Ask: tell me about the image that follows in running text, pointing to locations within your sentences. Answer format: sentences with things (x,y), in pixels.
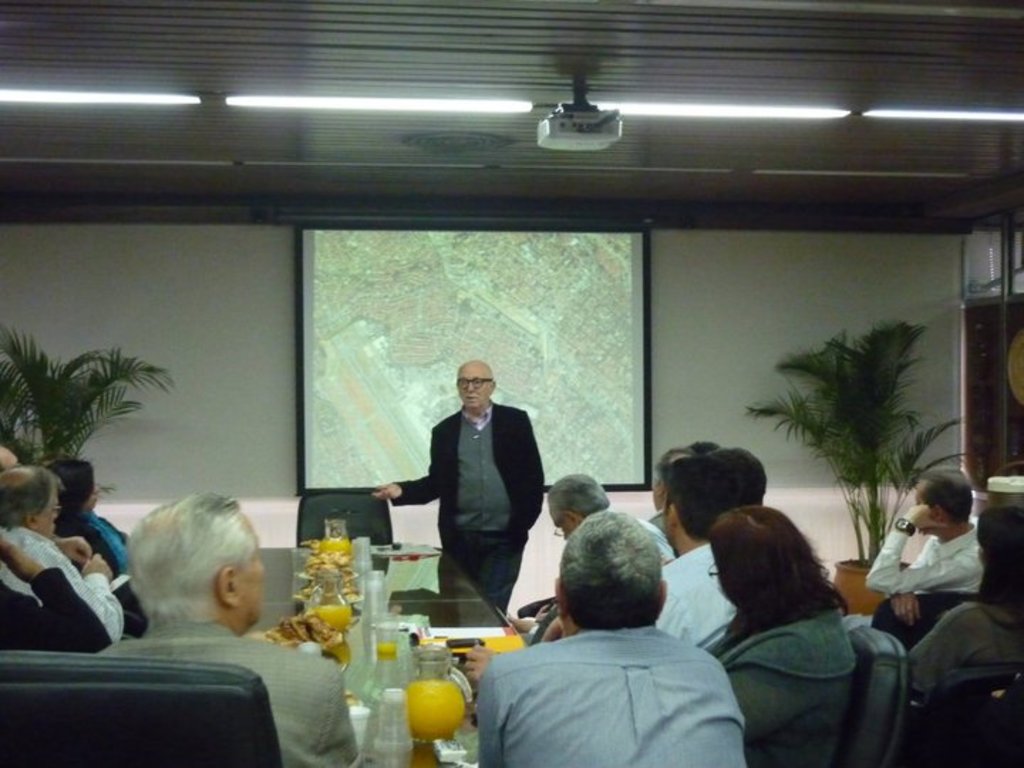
This picture describes about group of people (812,594) who are all seated on the chairs (857,668) in the room (724,347) except one person (510,451) is standing in front of them, and we can find some glasses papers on the table (380,641) and also we can find some plants (69,387) and projector screen (535,320).
